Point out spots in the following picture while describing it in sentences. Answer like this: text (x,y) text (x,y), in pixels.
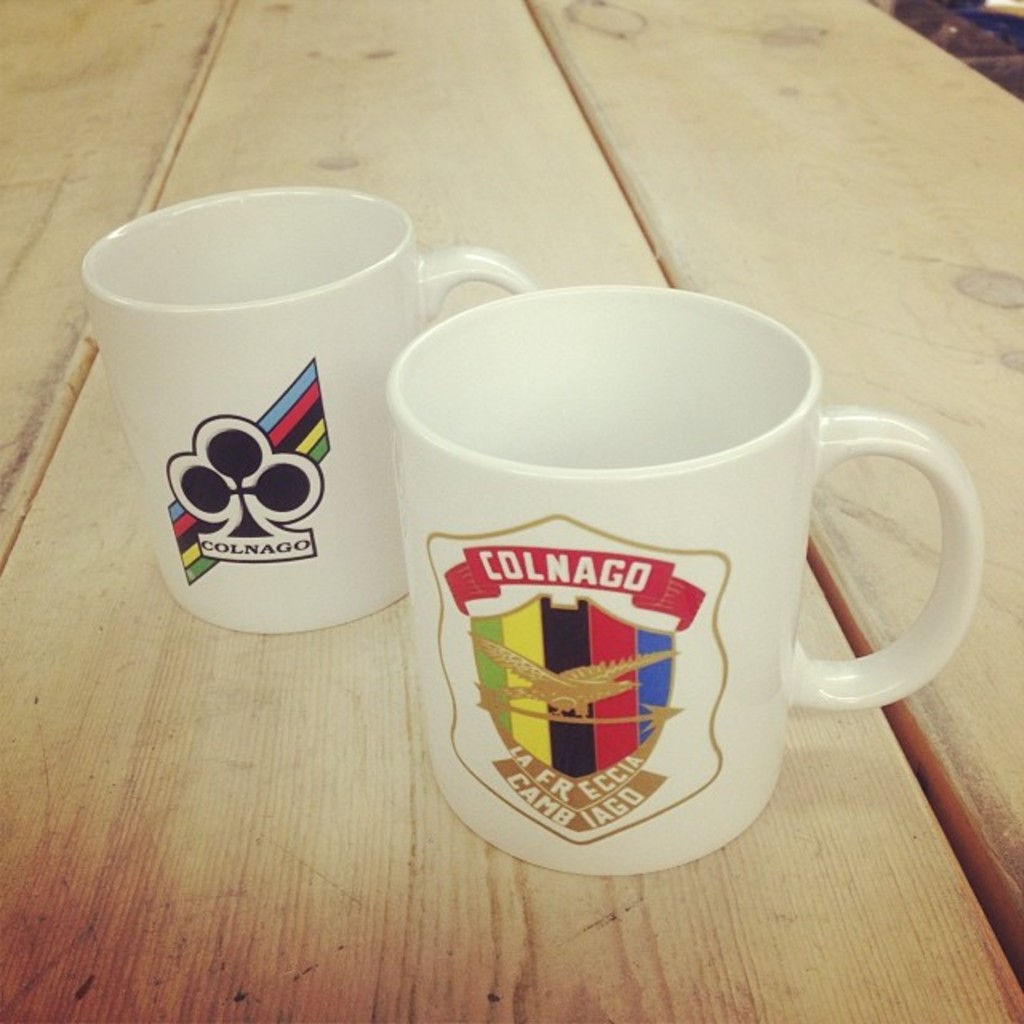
Here we can see two cups (543,407) on a platform (686,277) and there is a different logo (314,531) on each cup (297,589).
